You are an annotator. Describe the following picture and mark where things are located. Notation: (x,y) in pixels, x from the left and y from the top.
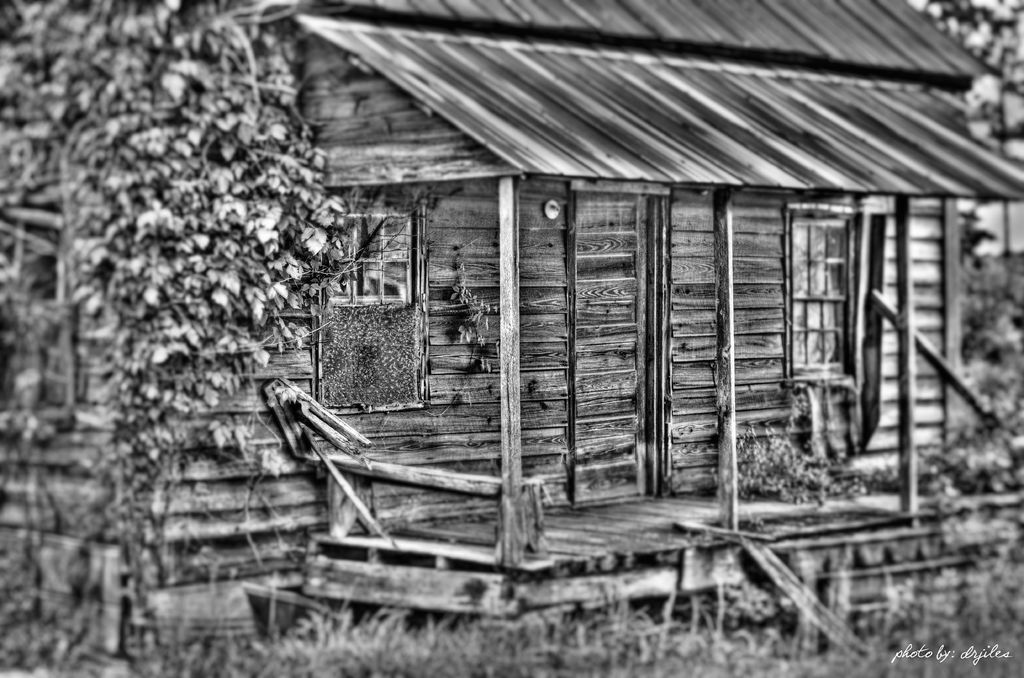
In the image we can see a wooden house (693,365). These are the stairs (865,571), grass (649,631), tree (253,217) and a window (381,317).
